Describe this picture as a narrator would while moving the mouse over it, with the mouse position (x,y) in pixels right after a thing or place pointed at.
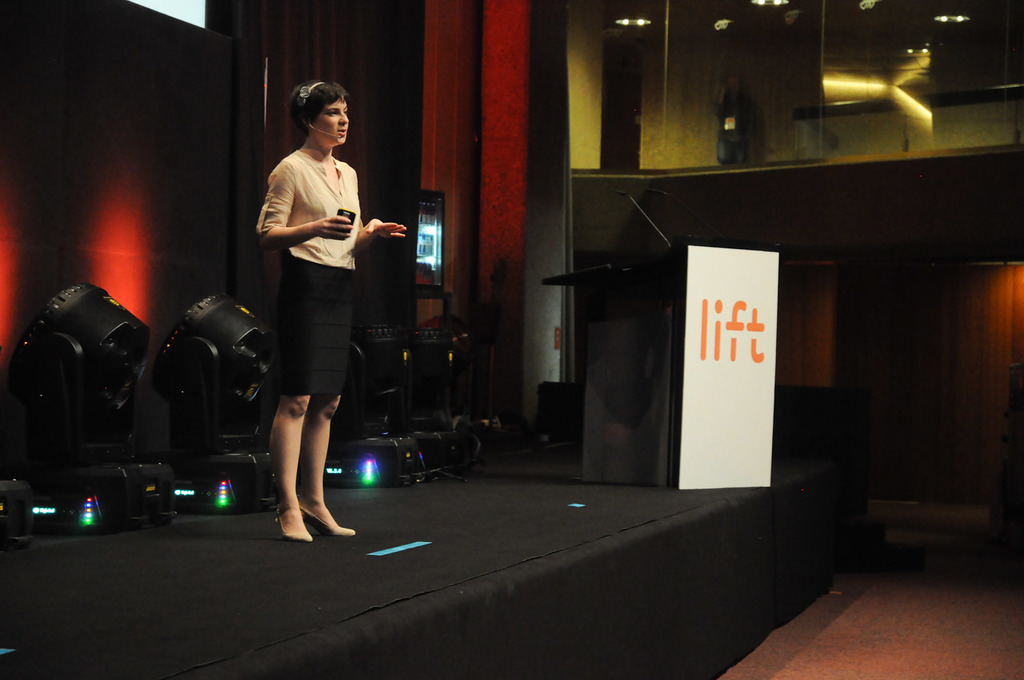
In this picture I can see a woman (332,188) standing and speaking and she is a holding something in her hand (320,221) and I can see a podium (647,294) with a microphone (668,194) and I can see text (757,317) on the board (732,334) and few lights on the ceiling (784,10).
